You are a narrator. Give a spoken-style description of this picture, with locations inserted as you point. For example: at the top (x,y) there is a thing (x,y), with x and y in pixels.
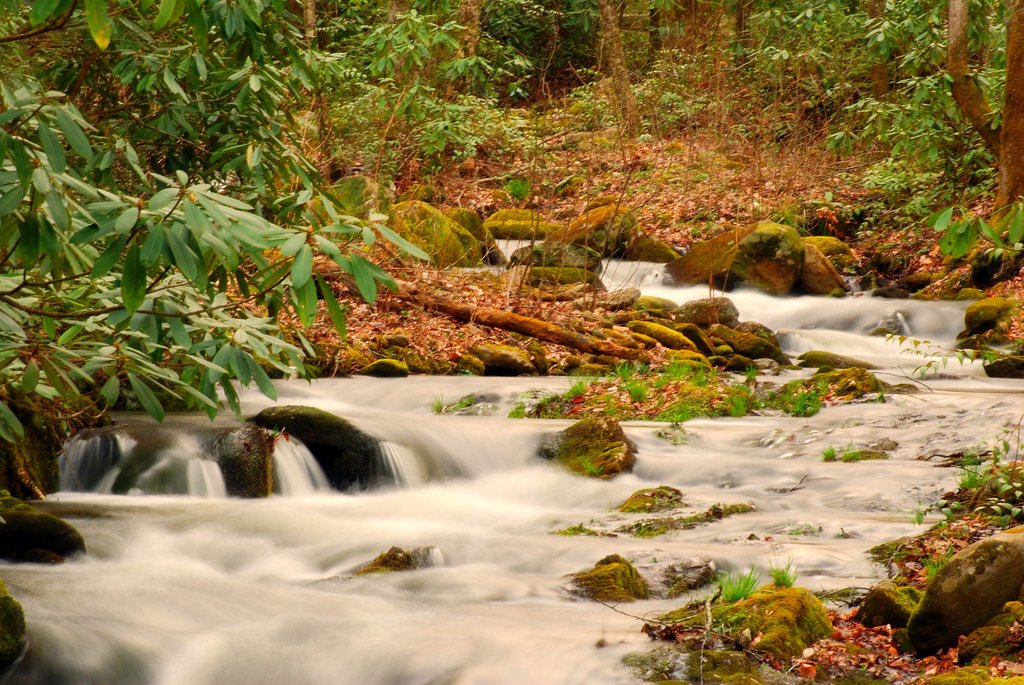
In this image we can see plants (324,158), trees (880,87), grass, rocks (497,352), also we can see the river (657,439), and leaves (841,193) on the ground (351,349).
